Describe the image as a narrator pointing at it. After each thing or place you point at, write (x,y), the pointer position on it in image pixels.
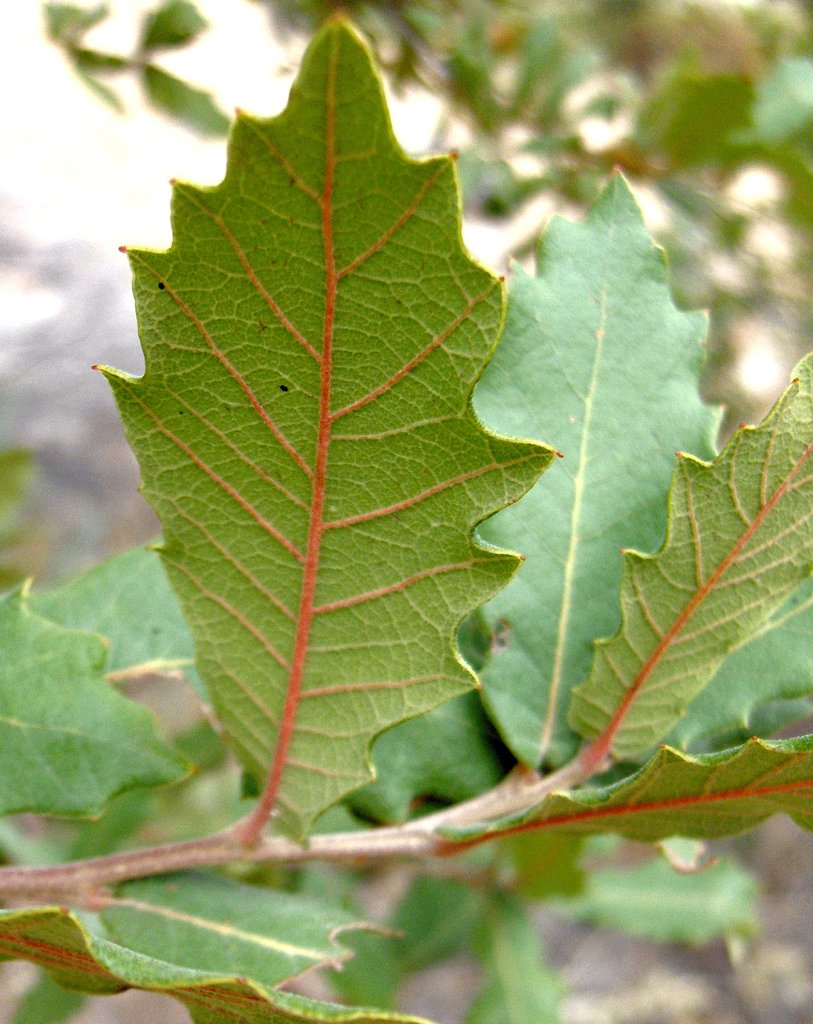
This image is taken outdoors. In this image there is a tree (422,598) with green leaves (435,402).
